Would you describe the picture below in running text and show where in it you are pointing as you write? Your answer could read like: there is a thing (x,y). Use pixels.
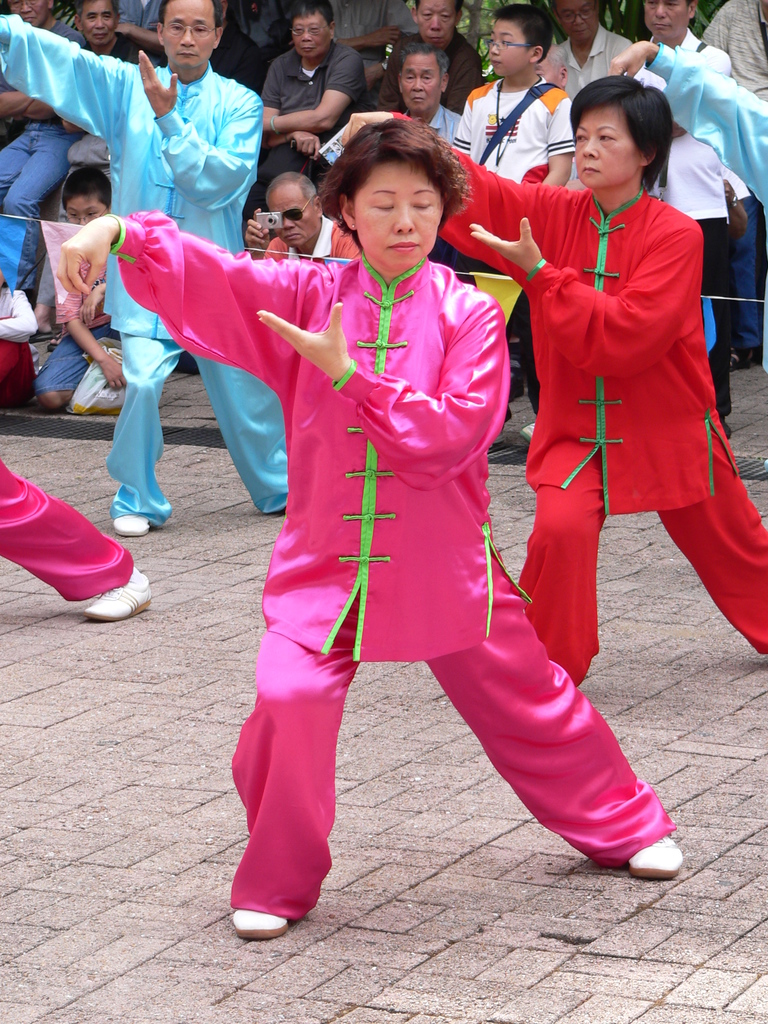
In the background (665,8) we can see people (442,8). This picture is mainly highlighted with people (713,466) wearing colorful dresses (727,466) and it seems like they are dancing on the floor (633,608).
